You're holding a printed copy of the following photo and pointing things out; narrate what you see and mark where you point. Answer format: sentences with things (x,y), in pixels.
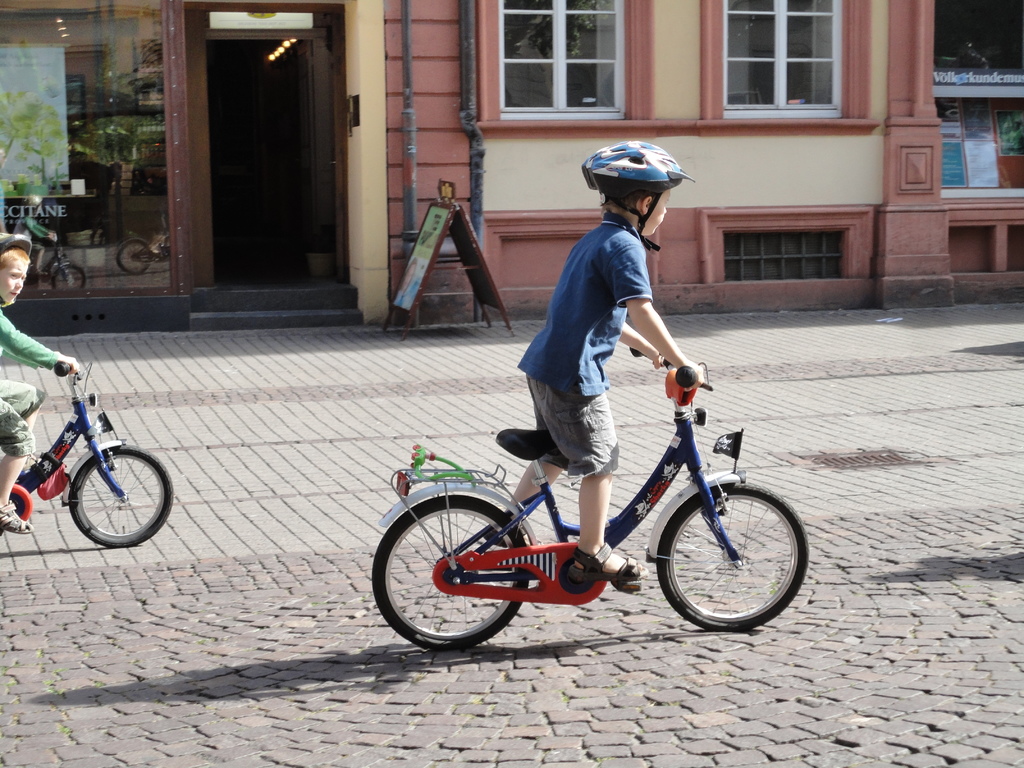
In this picture the two boys (597,527) riding the cycle (535,496) on the road (637,665) and behind the boys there is one big house (235,320) there and background (768,189) is very sunny.
